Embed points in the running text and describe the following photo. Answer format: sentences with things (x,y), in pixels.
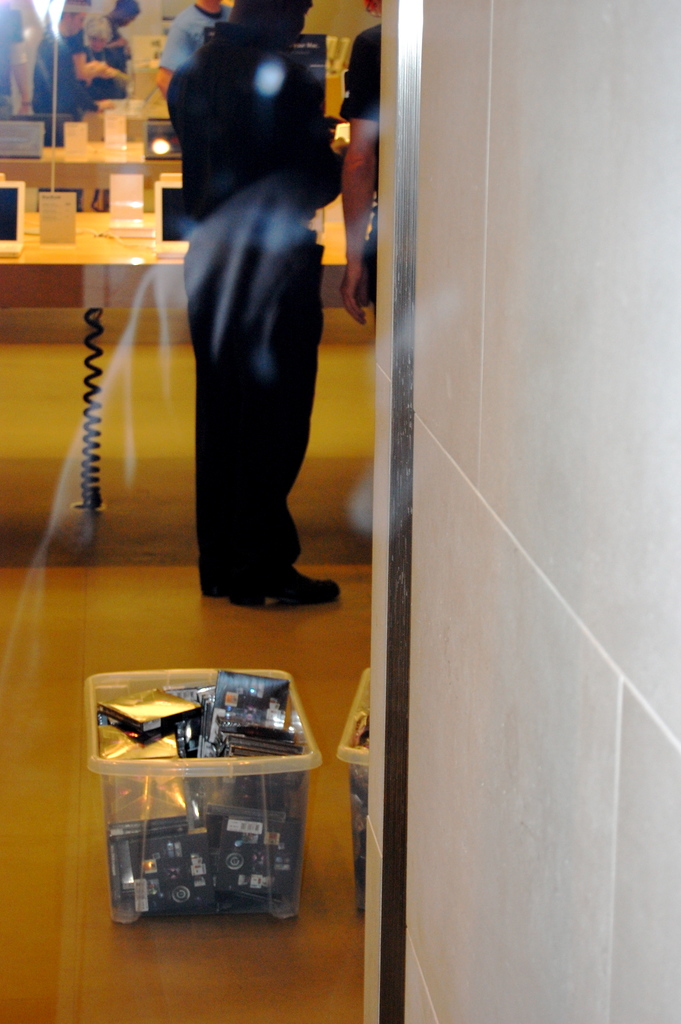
In this image I can see few objects (267,802) in baskets (267,792). I can see few laptops (13,213), boards (120,220) and few objects (136,227) on the tables (150,260). I can see few people (60,78) are standing.
